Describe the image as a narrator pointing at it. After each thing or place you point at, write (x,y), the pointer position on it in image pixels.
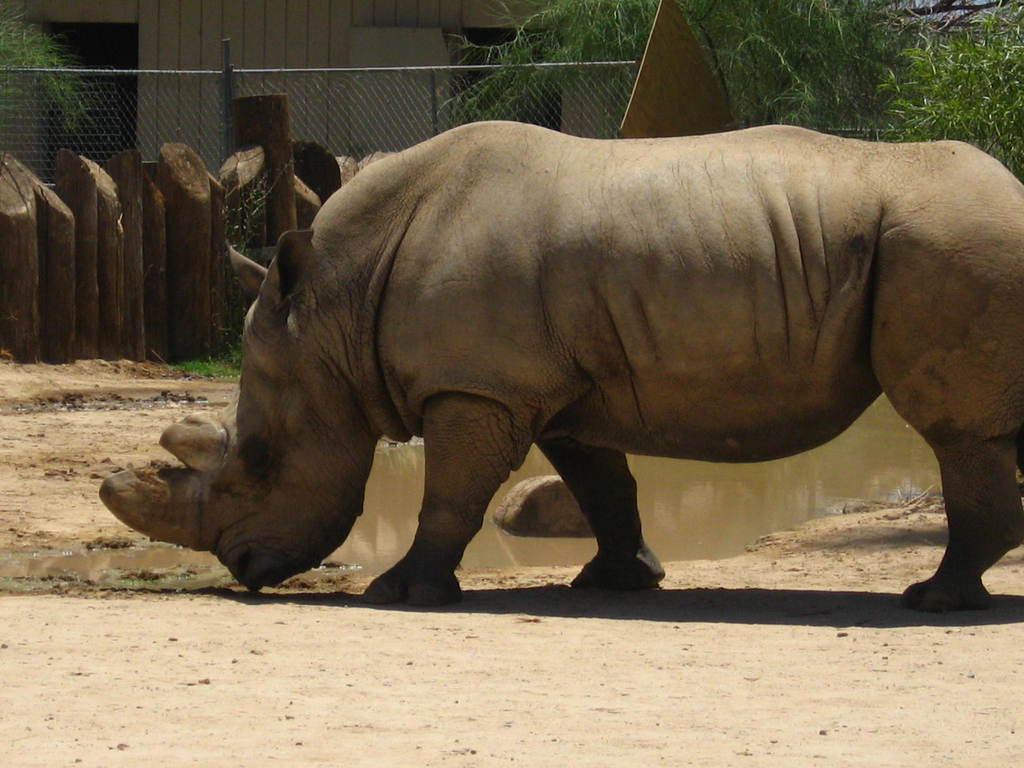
In this image I see a rhinoceros (823,268) and I see the ground (61,412) and I see the water (641,515) over here. In the background (24,223) I see the fencing (217,108) and I see the leaves (834,27).
